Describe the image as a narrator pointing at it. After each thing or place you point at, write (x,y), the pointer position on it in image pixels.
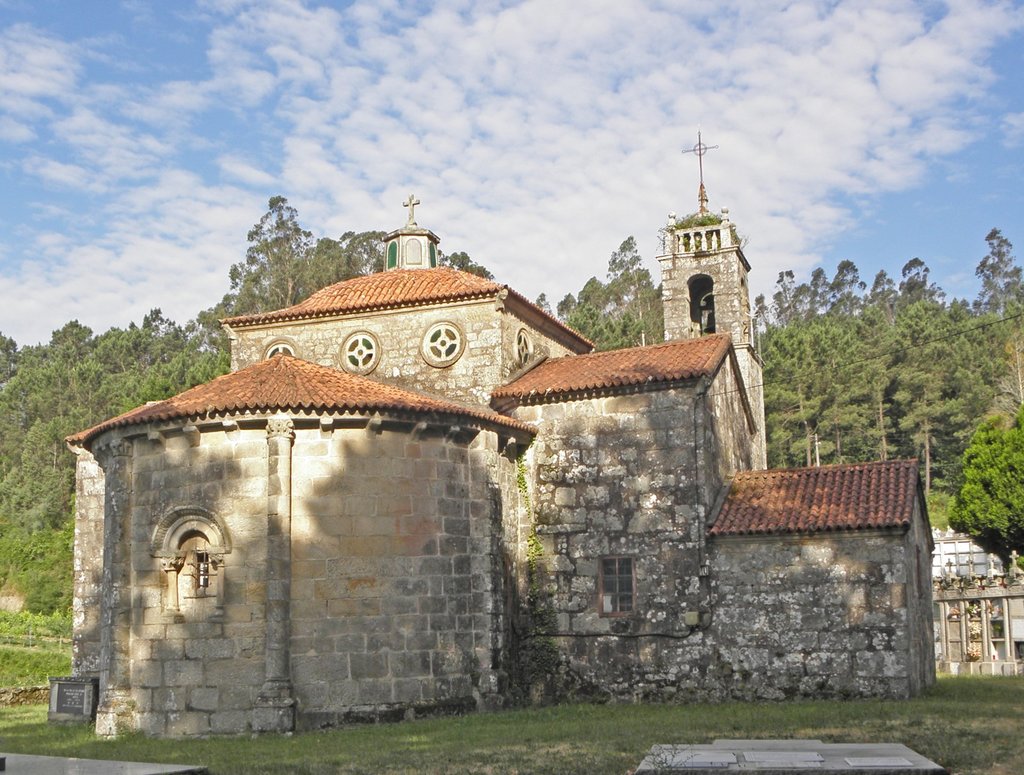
In this image I can see a building (877,518), number of trees (8,376), grass (982,696), clouds (754,113) and the sky (741,218).
